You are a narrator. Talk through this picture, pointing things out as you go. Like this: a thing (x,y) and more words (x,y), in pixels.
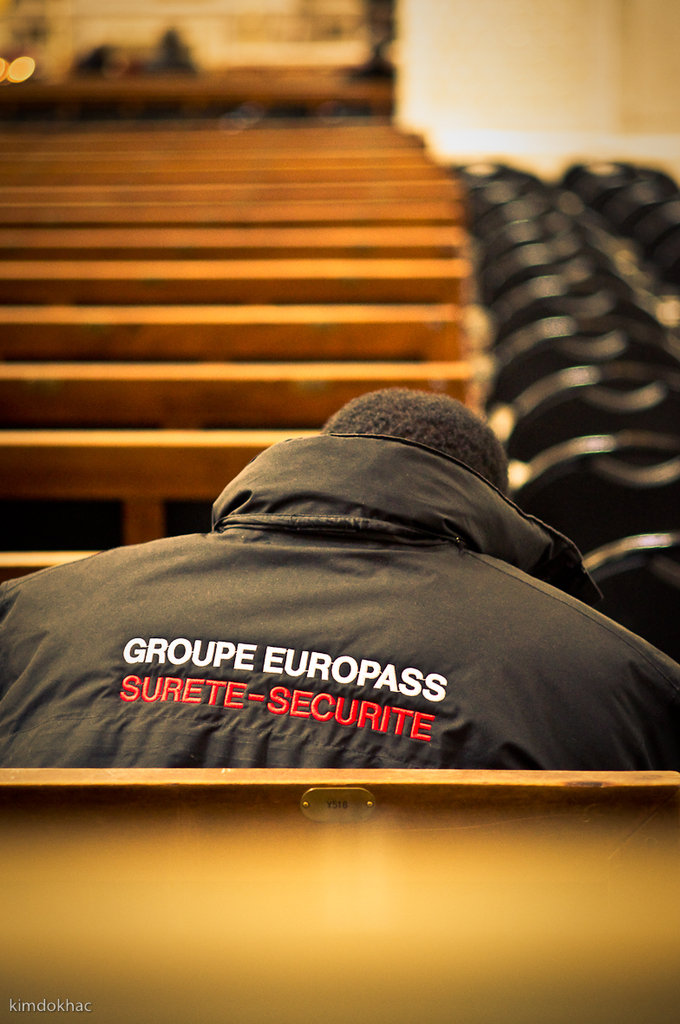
In the foreground of the picture (284,586) there is a person (518,766). The background (107,425) is blurred. In the background (369,182) there are benches (250,167) and other objects (507,233). The background (604,83) is blurred.
